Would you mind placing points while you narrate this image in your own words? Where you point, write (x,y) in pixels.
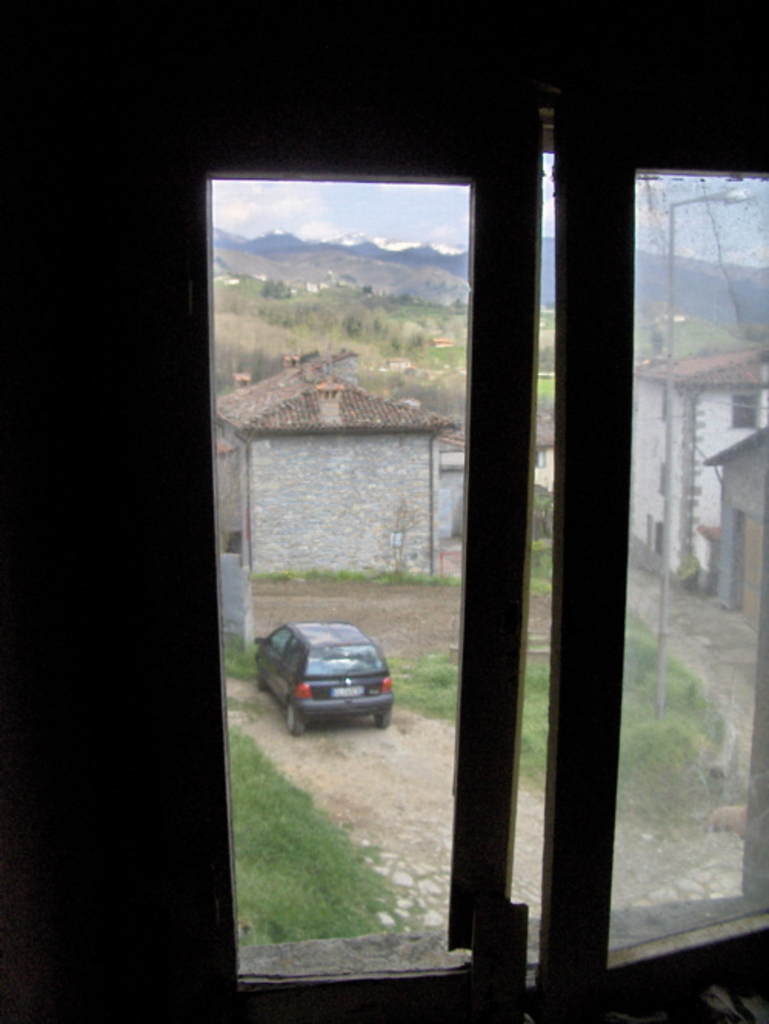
In this image in the foreground (188,322) there is a window (590,723), and in the background (464,334) there are some mountains (757,294), houses (728,403), car (307,680), poles (688,204) and street lights (731,193).
